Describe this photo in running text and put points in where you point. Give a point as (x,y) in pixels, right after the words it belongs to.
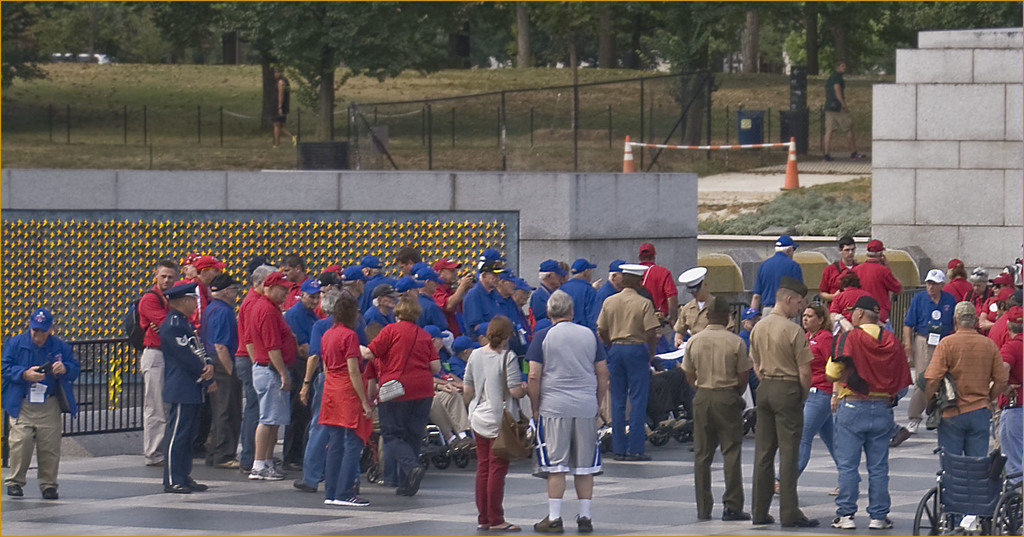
In this image, we can see a crowd (508,402) standing and wearing clothes (920,369). There is a wall (575,222) and divider cones (785,189) in the middle of the image (539,249). There are some trees (612,54) at the top of the image (678,56). There is a wheelchair (952,485) in the bottom right of the image (952,485).
